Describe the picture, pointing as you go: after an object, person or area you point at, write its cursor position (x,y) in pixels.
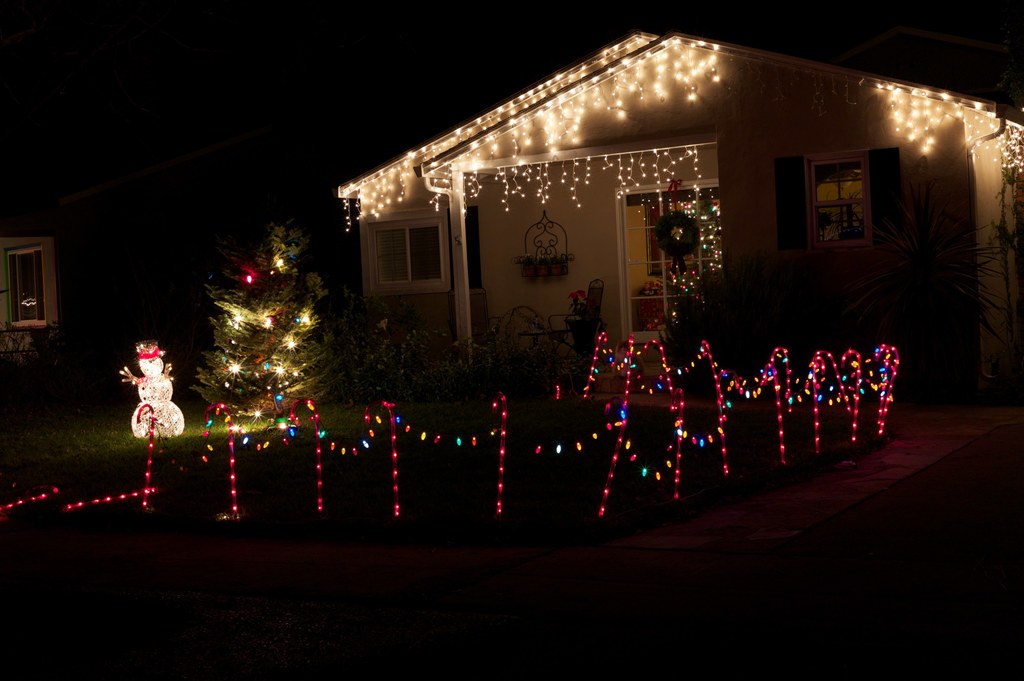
In this image there is a house (605,194), there are lights (534,136), there are windows (415,246), there is a Christmas tree (272,348), there are lights (273,325) on the Christmas tree (284,336), there are plants (420,344), there is the grass (98,441), there is a snowman (164,414) on the grass (253,487), the background of the image (587,45) is dark.
